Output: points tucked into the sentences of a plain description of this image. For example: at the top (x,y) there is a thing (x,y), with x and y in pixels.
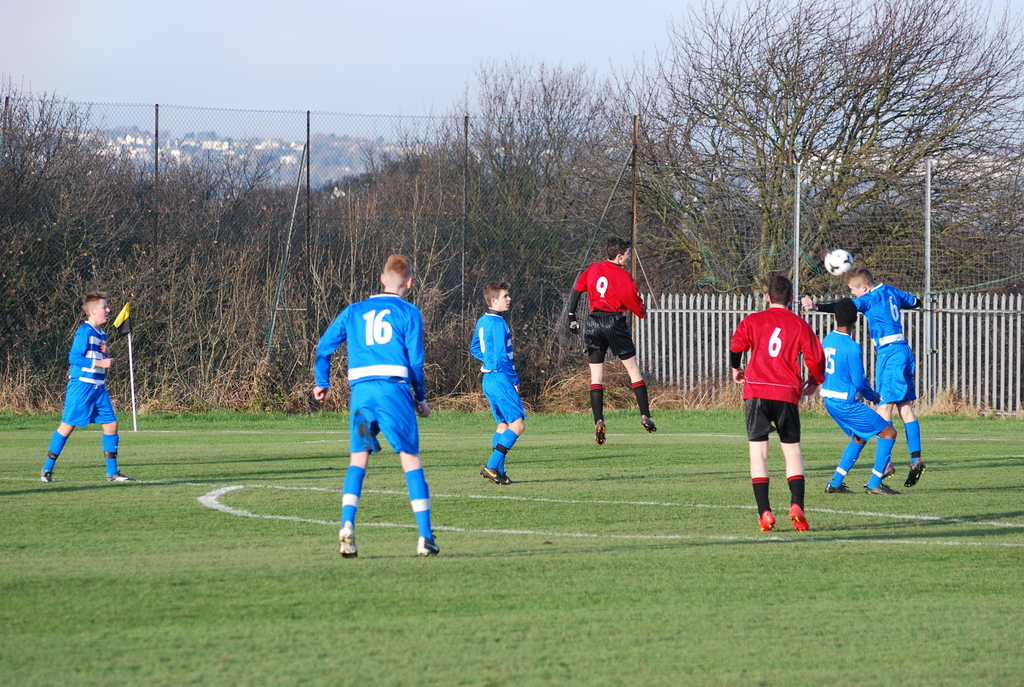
In this image there are kids (742,344) who are playing the football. Some people (495,343) are wearing the blue jersey (848,348) while some people (766,355) are wearing the red jersey (773,375). In the background (382,207) there is a fence (270,211). Behind the fence (198,183) there are trees (621,138). At the bottom (452,556) there is ground (611,580) on which there is grass (760,541). On the right side (946,332) there is a wooden fence (995,372).
